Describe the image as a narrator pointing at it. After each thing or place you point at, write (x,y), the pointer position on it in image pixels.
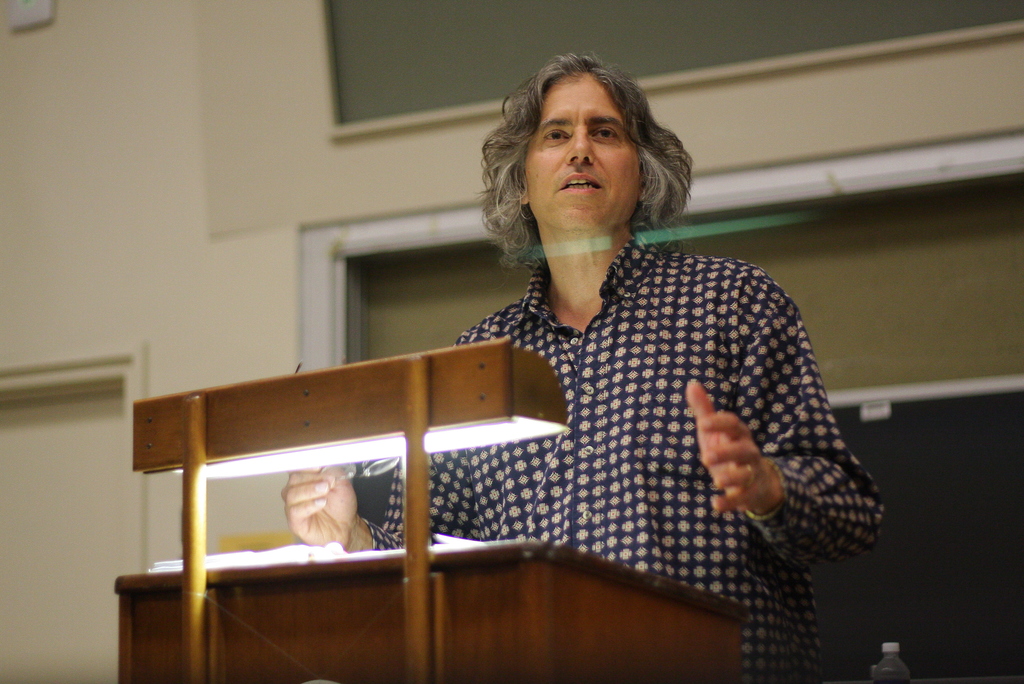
In this image, there is a person (689,279) wearing clothes (685,298) and standing in front of the podium (649,602).
